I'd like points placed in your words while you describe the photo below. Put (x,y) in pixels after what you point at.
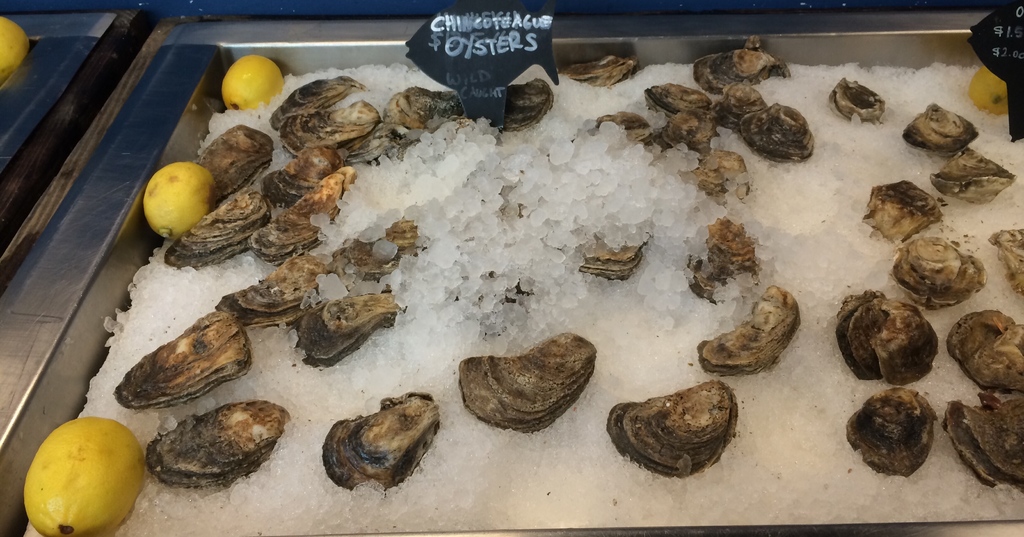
In this image, we can see some sea shells (638,133) with ice (965,227) in the steel container (828,49). In this image, we can see few lemons (98,516). Top of the image (481,93), there are two name boards (506,84) we can see.
